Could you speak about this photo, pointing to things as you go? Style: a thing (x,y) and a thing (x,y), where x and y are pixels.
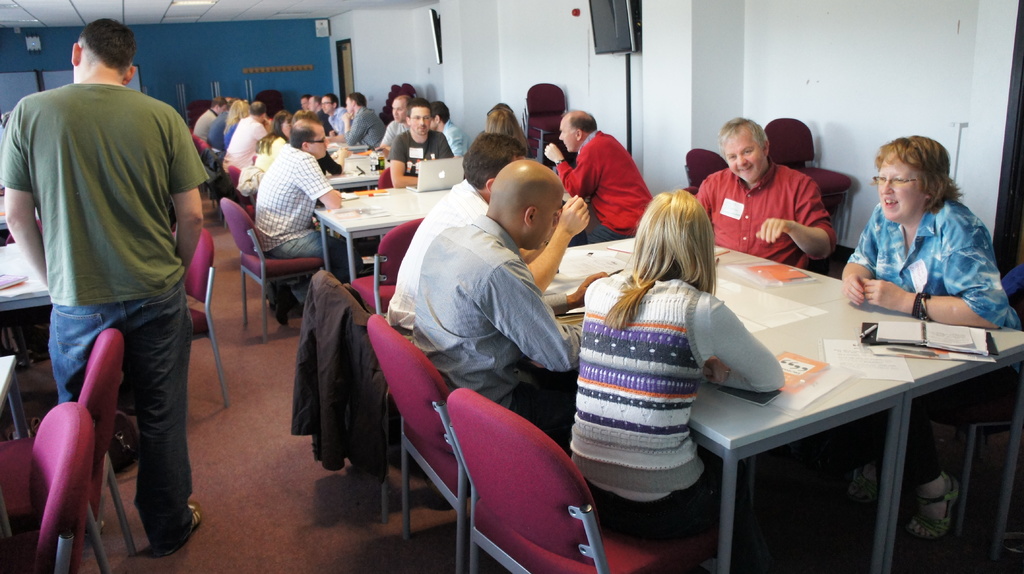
In this image, there is a floor (298,496) of brown color, and in the right side (836,407) there is a table (829,317) of white color on that table (836,302) there are some books (980,355) and there are some people (600,457) sitting on the chairs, In the left side (77,426) there are some chair (81,414) in red color and a man (80,243) standing in green t shirt (125,191) and in the background (262,199) there are some peoples (321,122) sitting on the chairs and there is a wall (229,57) of blue color and there is a wall (453,64) of white color in the right side (711,76).
